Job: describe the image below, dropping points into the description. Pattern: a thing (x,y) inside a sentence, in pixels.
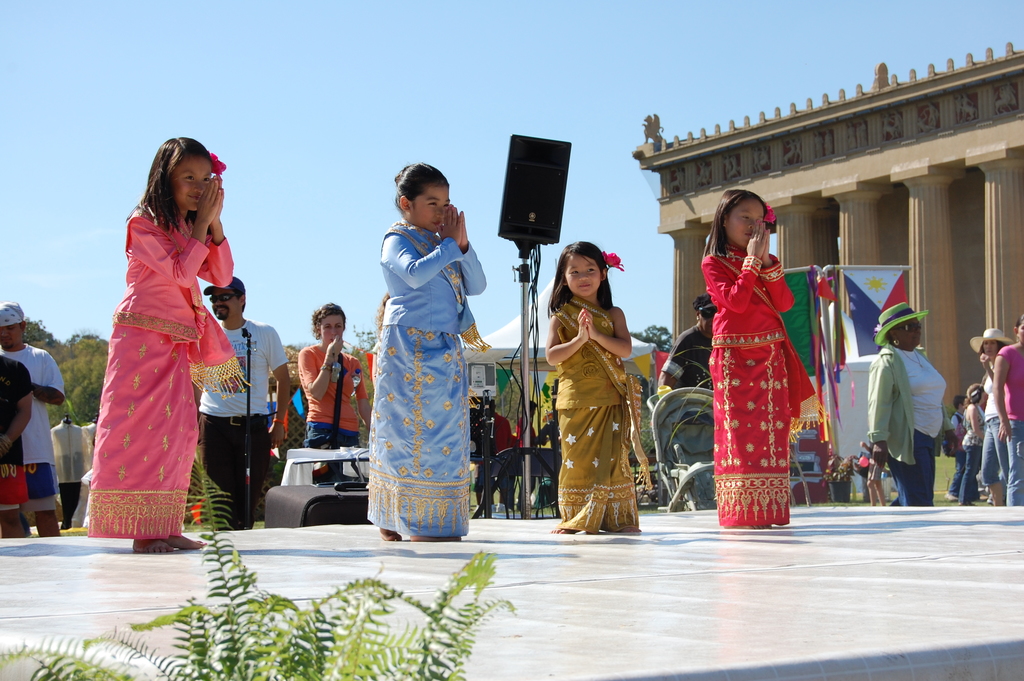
In this image in the center (410,330) there are some children (569,346) who are wearing costumes (585,366), and they are on stage (100,612). At the bottom (233,647) there is a plant (351,649), in the background (281,360) there are a group of people (1008,389) and some flags (807,318), tent (510,353), speaker (556,206), cameras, table (365,448), wires (538,329), grass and objects (525,338). On the right side of the image (959,147) there is a building (905,168) and some pillars (697,268), and in the background (100,370) there are trees (72,361). At the top (319,102) there is sky (361,145).
